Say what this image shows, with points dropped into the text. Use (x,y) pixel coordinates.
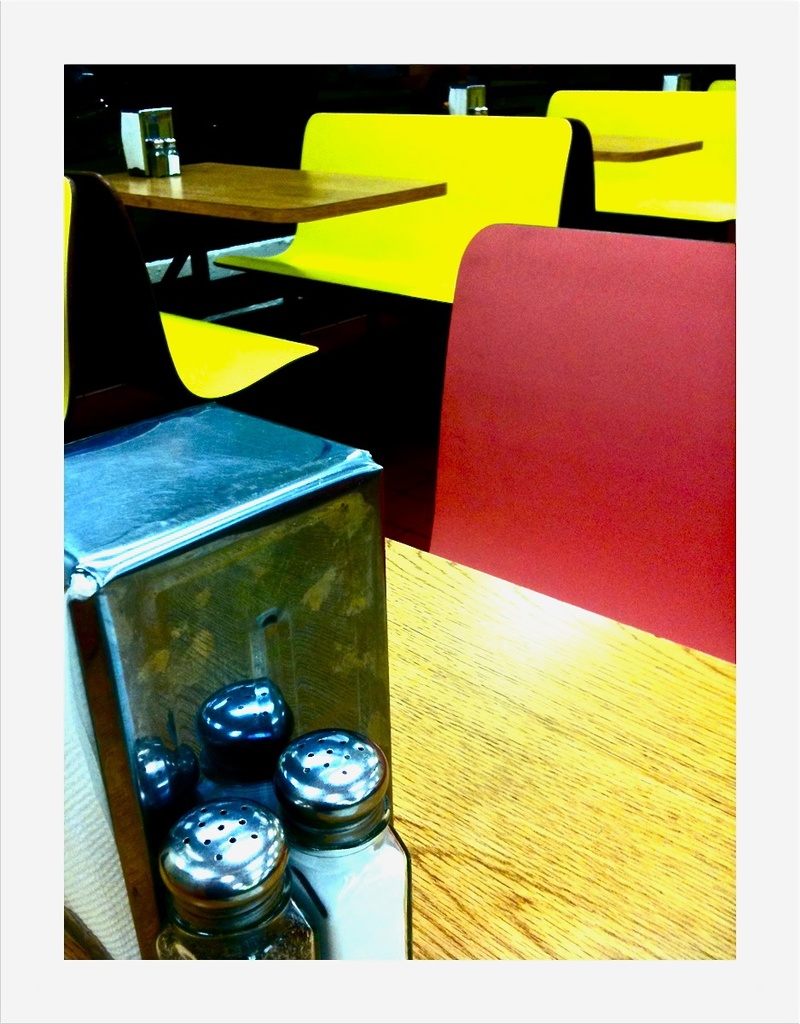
In this image I can see at the bottom (210,905) there are ingredient glass jars (309,889). At the top (590,313) there are sitting benches (538,210), in the middle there are dining tables (200,202).
